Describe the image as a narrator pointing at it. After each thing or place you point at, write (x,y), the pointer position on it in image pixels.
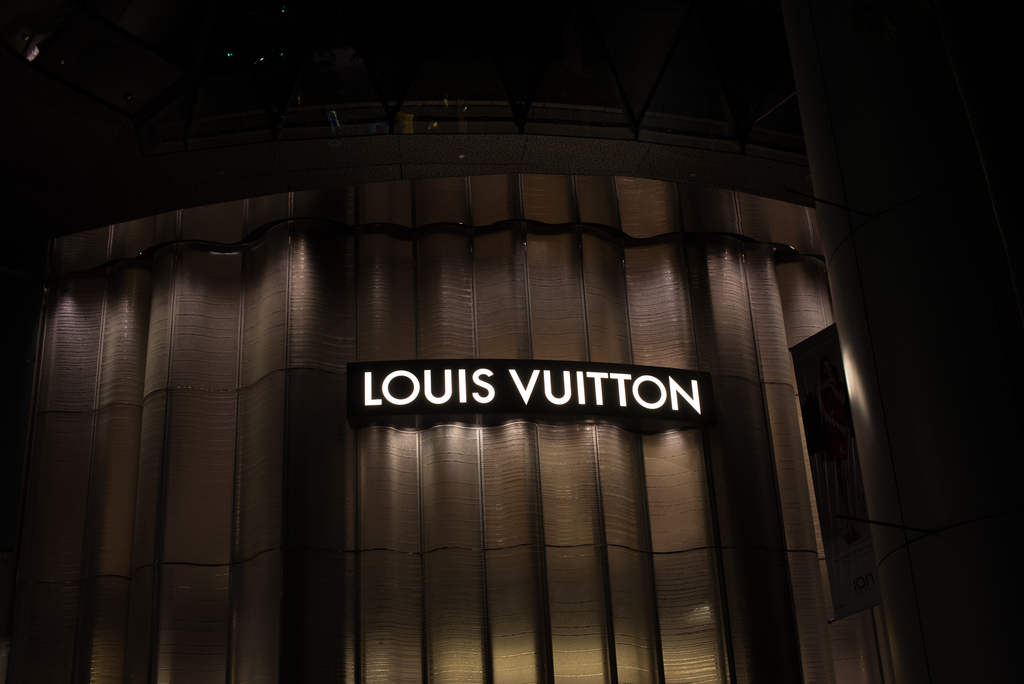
In the picture I can see a building (496,344) which has Louis Vuitton written on it.
